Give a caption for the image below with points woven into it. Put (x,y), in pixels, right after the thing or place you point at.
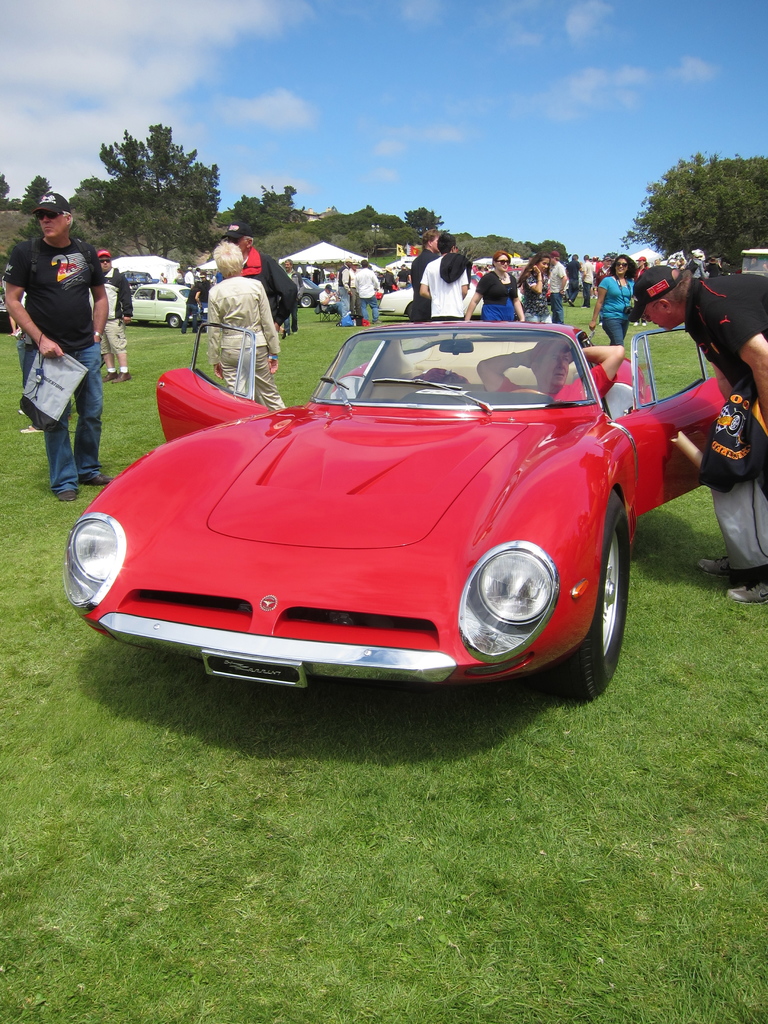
There is a car (502,432) and humans (72,352) on the ground (657,343) near trees (729,248) and mountains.
